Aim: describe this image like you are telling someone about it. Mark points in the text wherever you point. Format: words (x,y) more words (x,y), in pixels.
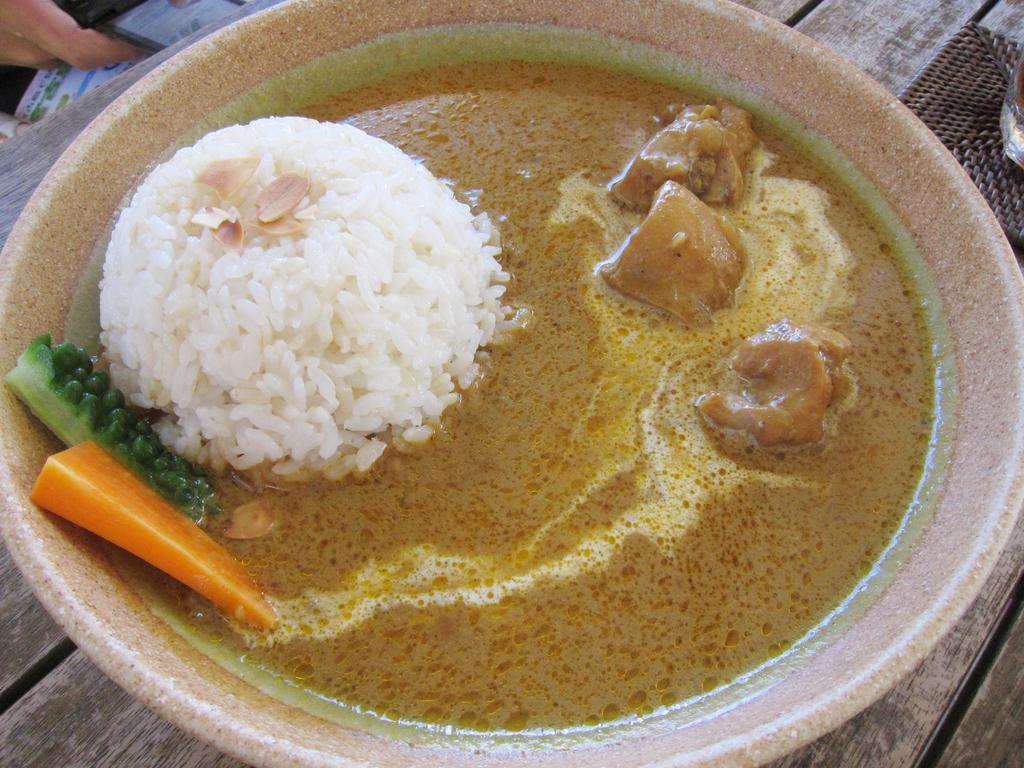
At the bottom of the image (141,716) there is a table (863,62), on the table (141,716) there is a plate (321,67). In the plate (669,1) there is food (528,616). Behind the table (122,82) a person (49,16) is holding something.
